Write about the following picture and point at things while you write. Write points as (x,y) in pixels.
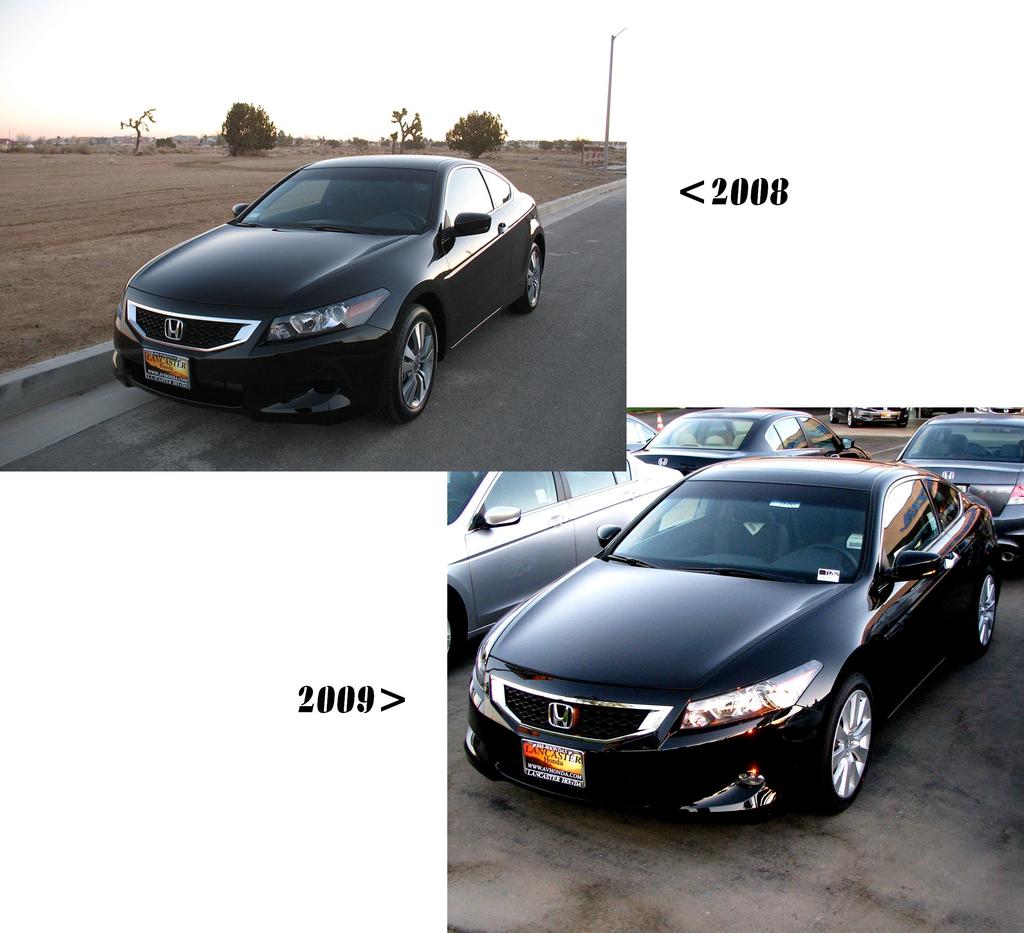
In this image we can see few cars (140,381), there are some trees (253,117), there is a rod (609,63), and we can see ground (151,183).
